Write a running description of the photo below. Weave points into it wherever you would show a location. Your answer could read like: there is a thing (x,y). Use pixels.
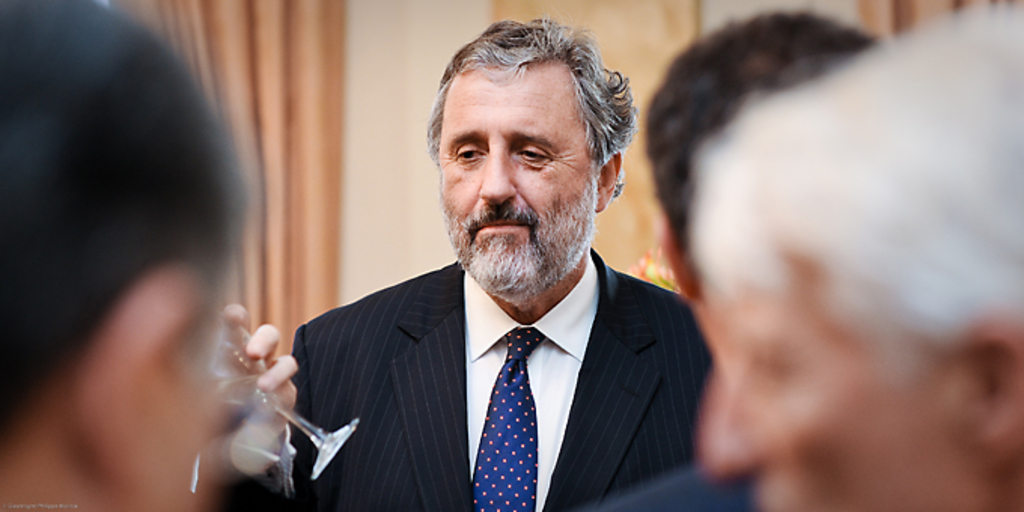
In the picture I can see a person (605,496) wearing black color coat (379,331), shirt (472,423) and tie (517,388) is standing at the center of the image (581,320). The surroundings of the image are blurred, where we can see people (736,292) and here I can see a person's hand (255,346) holding a glass (239,348). In the background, I can see the curtains (244,104).
